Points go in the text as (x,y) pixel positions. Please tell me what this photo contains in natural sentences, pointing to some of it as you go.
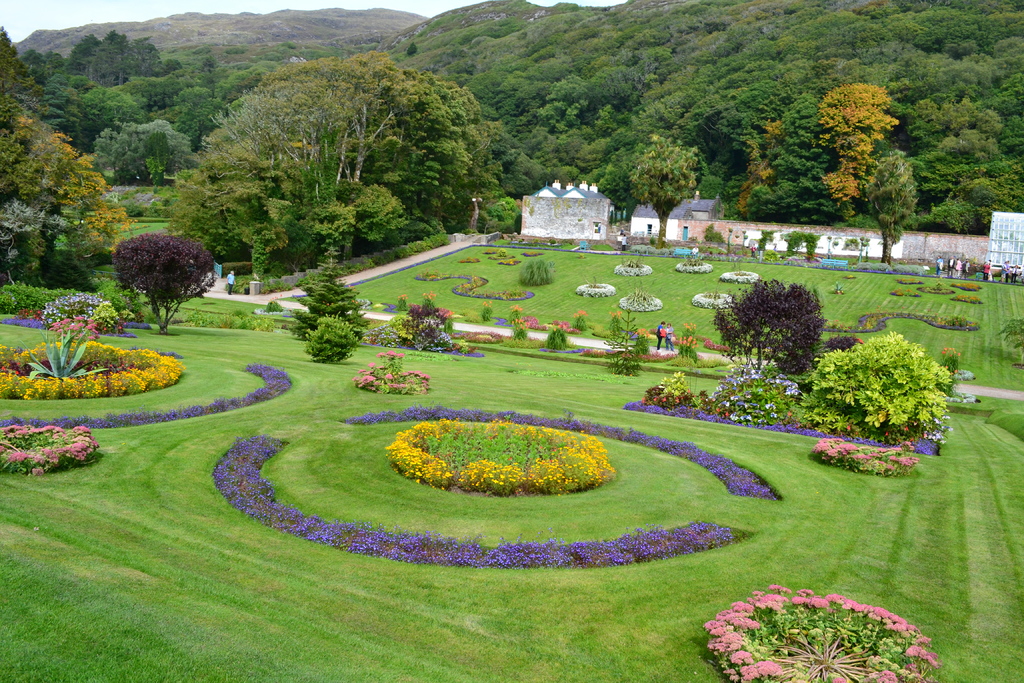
In this image there are a few people (1009,274) walking and standing, around them there is a landscape (323,408) with flowers (235,482), plants (99,419) and bushes (766,305), behind them there are buildings (656,222) and compound walls (837,230), in the background of the image (496,211) there are trees (114,139) and mountains (471,55).
